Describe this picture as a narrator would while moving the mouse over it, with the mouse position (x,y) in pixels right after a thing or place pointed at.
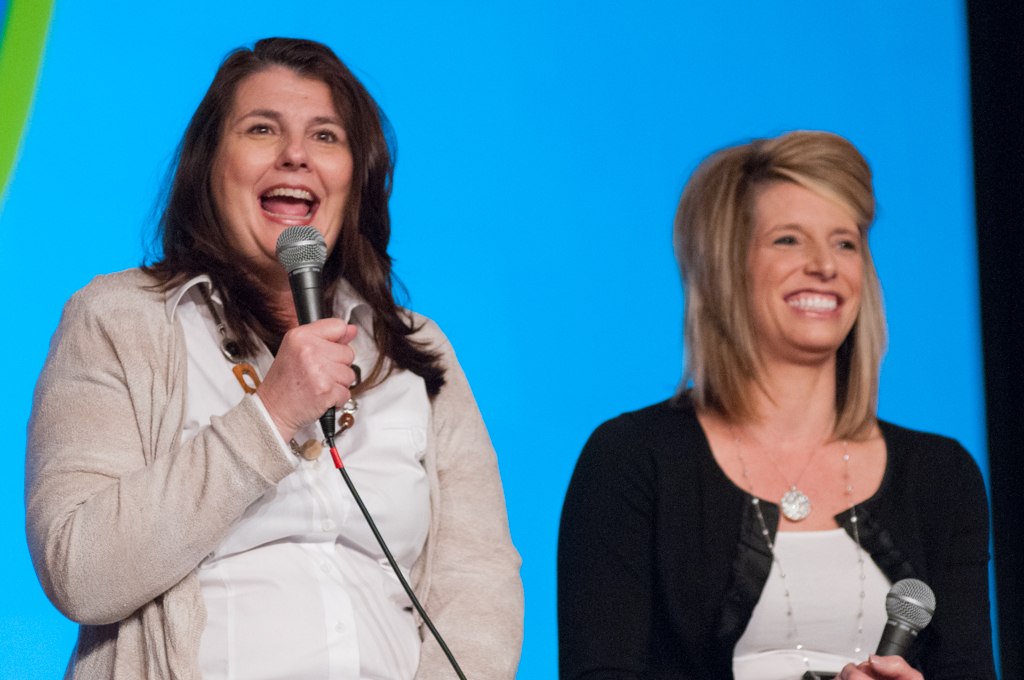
This picture shows a two women (745,455) standing and both of them were smiling. There two mics (314,296) in their hands (336,379). In the background (581,366) there is blue colored screen (509,136).
